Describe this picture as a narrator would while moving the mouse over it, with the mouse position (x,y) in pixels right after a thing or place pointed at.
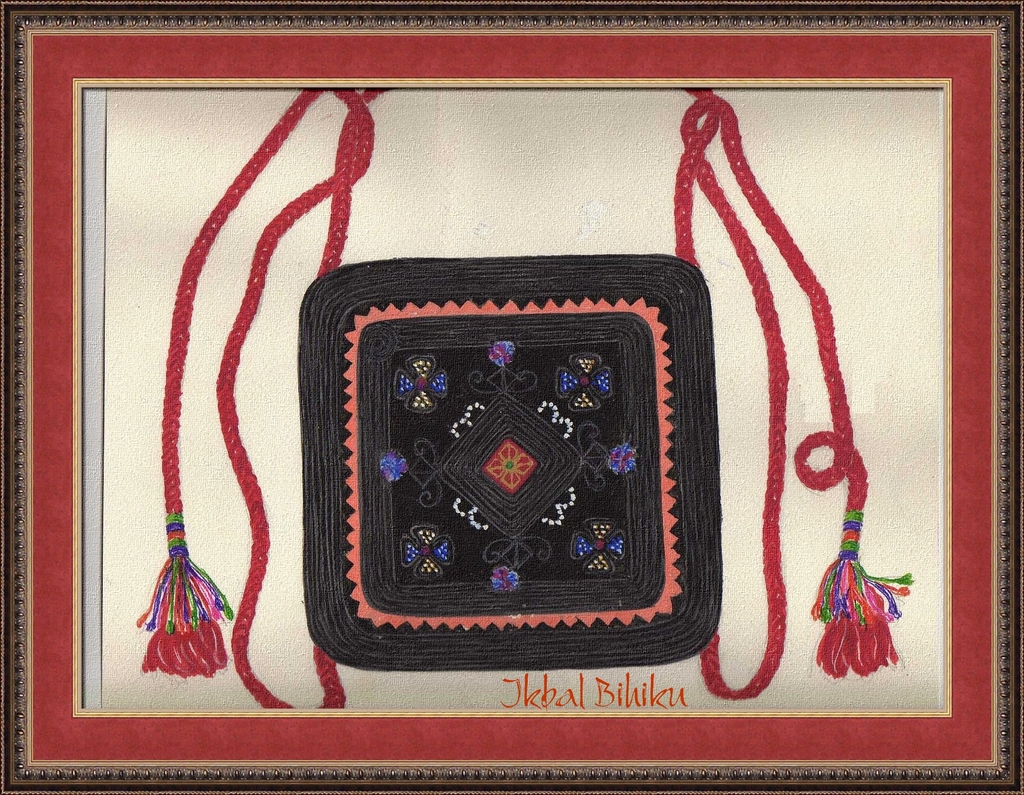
In the image there is a photo frame (88,776) with a art (419,404) of a bag (378,375) on it.
